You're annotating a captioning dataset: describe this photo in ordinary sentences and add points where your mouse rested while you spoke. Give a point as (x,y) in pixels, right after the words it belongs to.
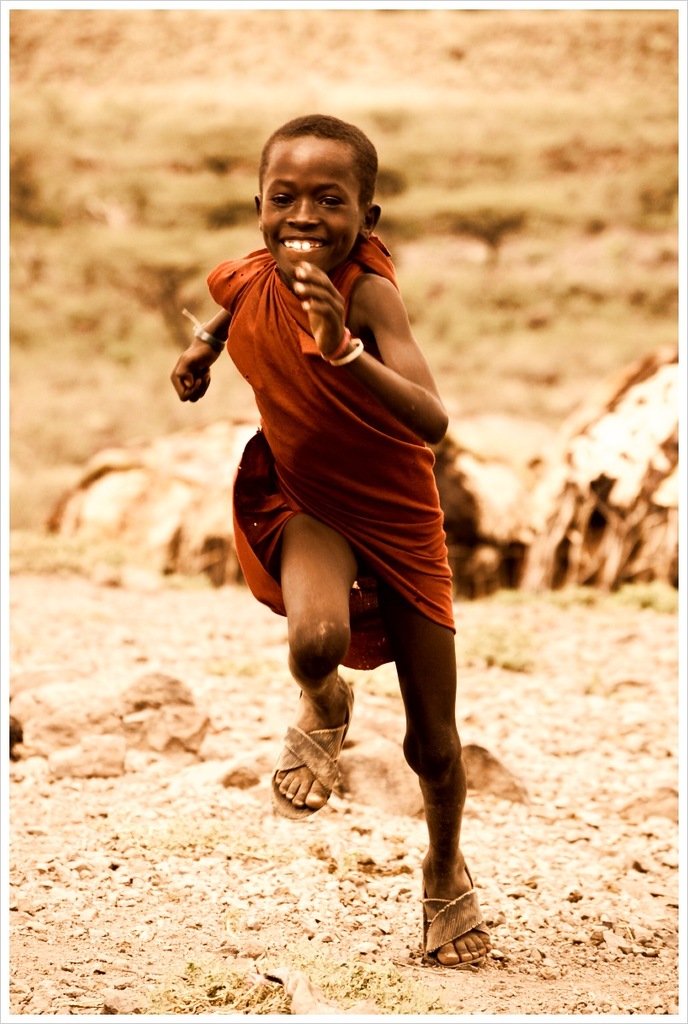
In this image I can see the child (326,453) with the brown color cloth (308,465) is running. I can see the blurred background (498,375).
